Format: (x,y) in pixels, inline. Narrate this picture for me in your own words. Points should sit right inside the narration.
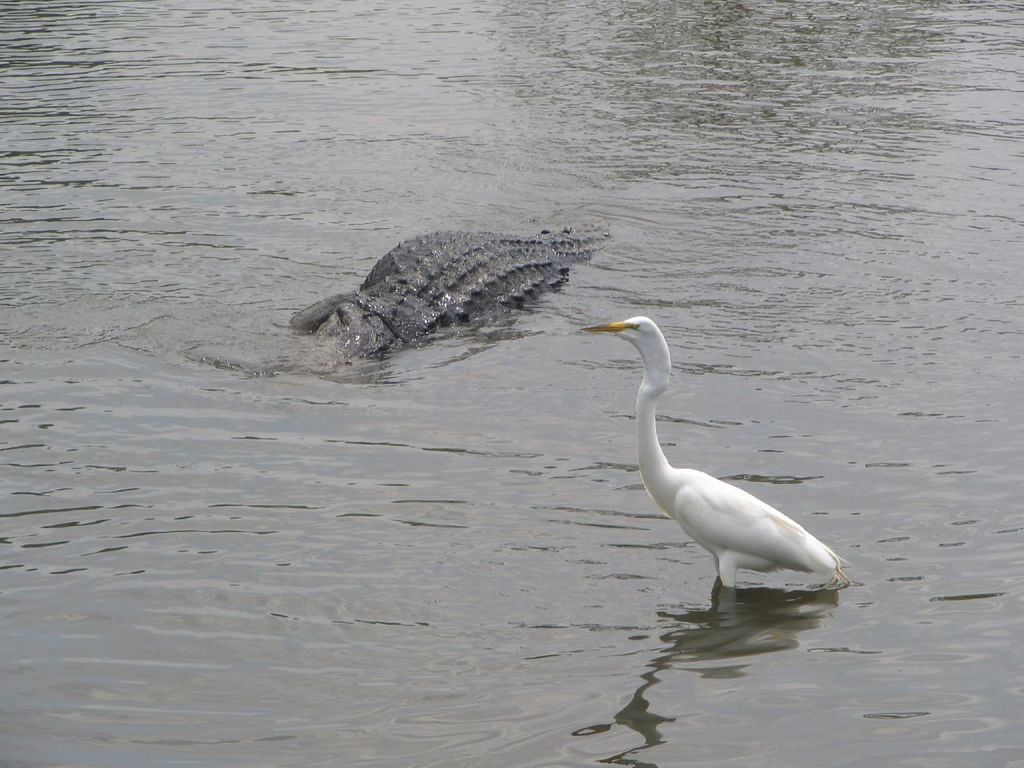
In the image we can see water (279,299), in the water (748,305) we can see a bird (805,544) and crocodile (505,261).
